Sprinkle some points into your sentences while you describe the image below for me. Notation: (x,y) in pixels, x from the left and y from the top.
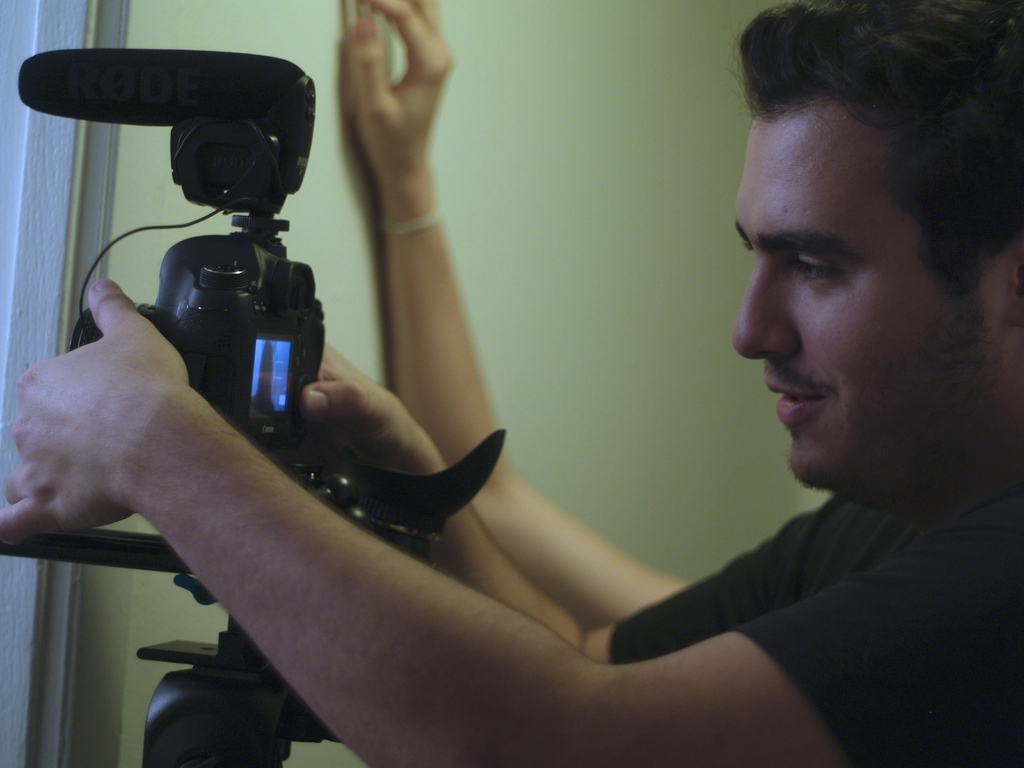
In this image in the front (924,476) there is a man (721,673) holding a camera (258,417) in his hand (151,412) and smiling. In the background (394,307) there is hand (376,234) of the person (399,322) which is visible and there is a wall (545,118).
